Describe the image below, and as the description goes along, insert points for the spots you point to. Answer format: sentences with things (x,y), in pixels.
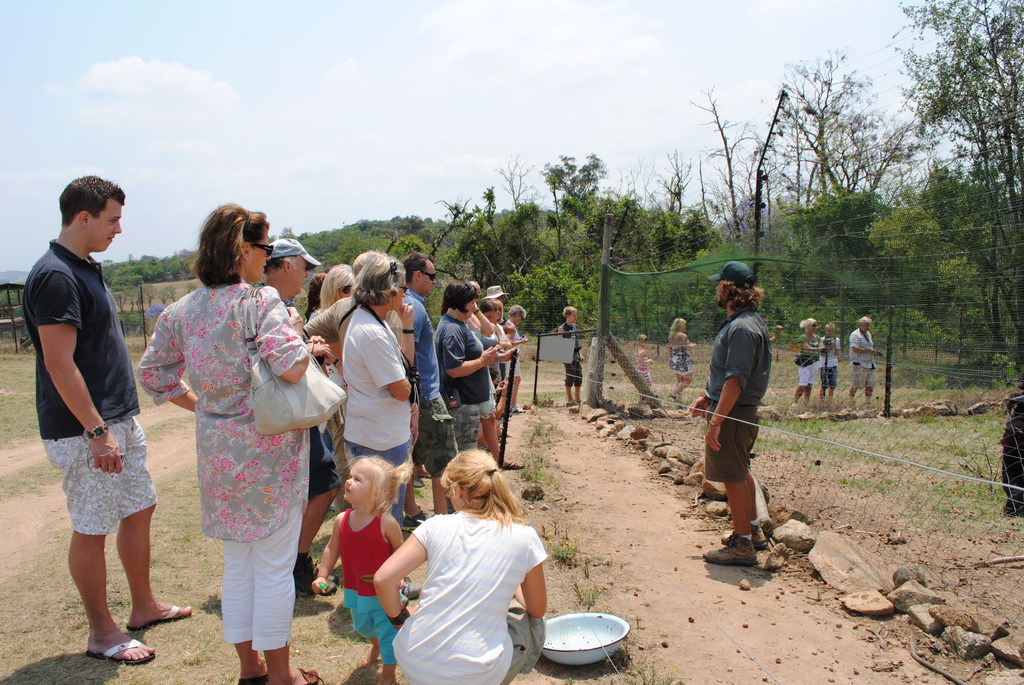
In this image I can see in the middle (470,285) a group of people (254,441) are standing and looking at the right side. On the right side (869,287) there is the net (698,330), at the back side (705,304) there are trees (556,200). At the top (575,101) it is the sky (603,89), at the bottom (603,616) it looks like a bowl (596,658).
